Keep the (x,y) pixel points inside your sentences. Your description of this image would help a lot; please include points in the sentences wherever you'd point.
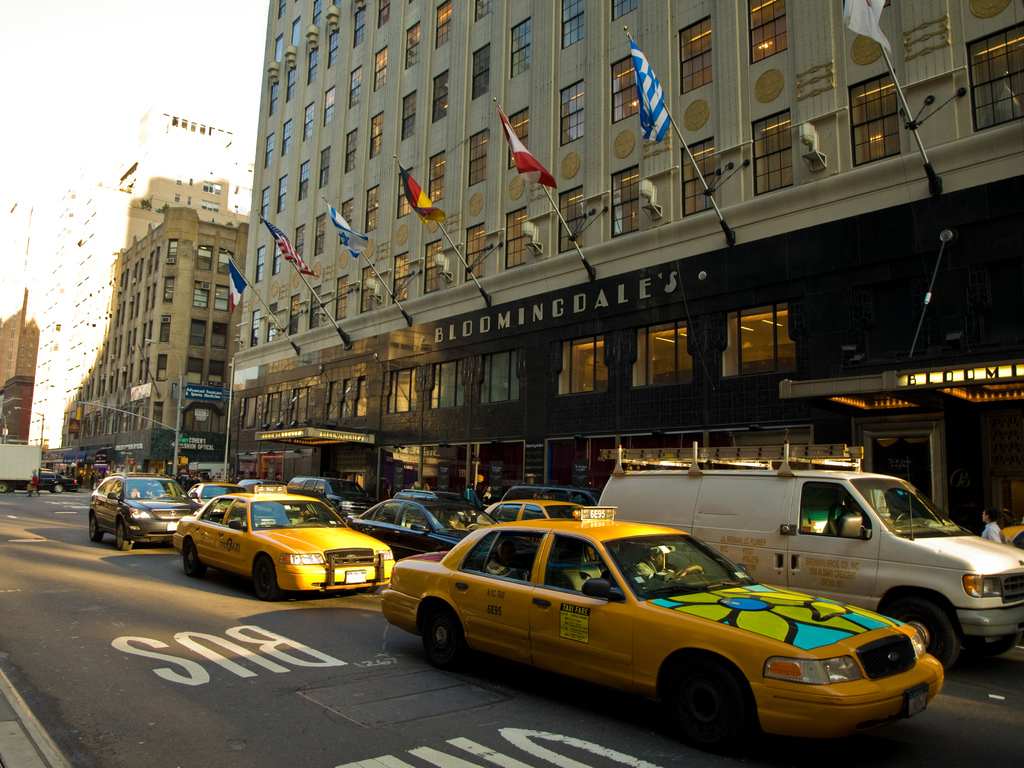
In this image I can see the road (234,660). On the road (319,629) there are many vehicles (254,516) which are in different color. To the side there are buildings (415,360) and I can see the colorful flags (412,193) to the building (407,244). In the back (120,88) I can see the sky (102,117). I can also see few people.
